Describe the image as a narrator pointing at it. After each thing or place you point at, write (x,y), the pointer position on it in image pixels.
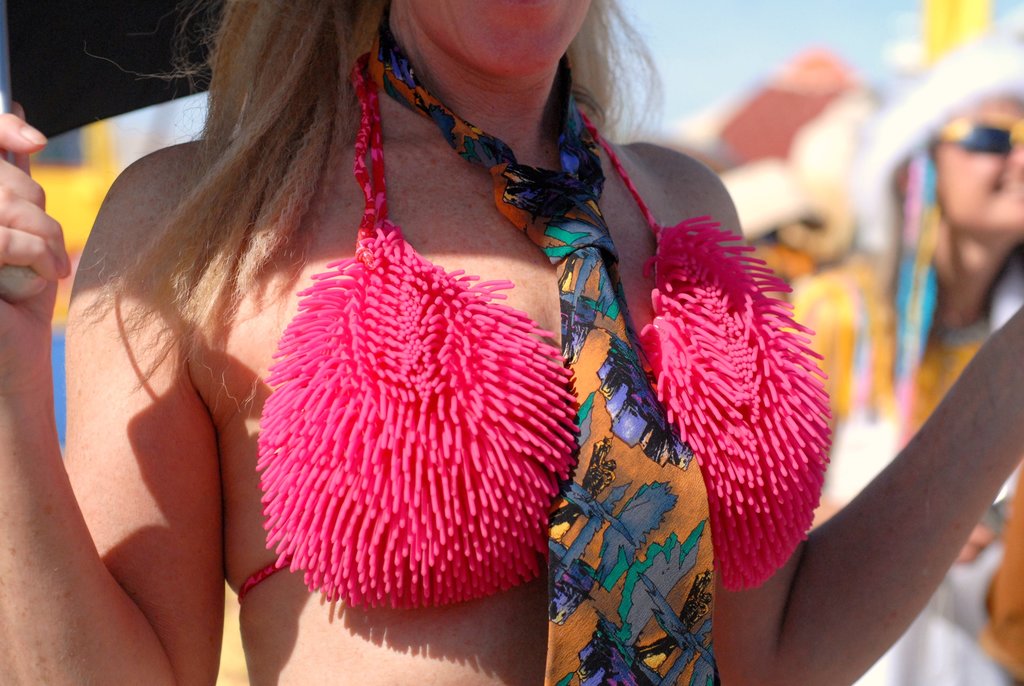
In the picture we can see some part of women (738,293) standing and holding something in the hand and she is with pink top (315,376) with tie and behind her we can see some people (935,347) are standing in different costumes (829,262).
